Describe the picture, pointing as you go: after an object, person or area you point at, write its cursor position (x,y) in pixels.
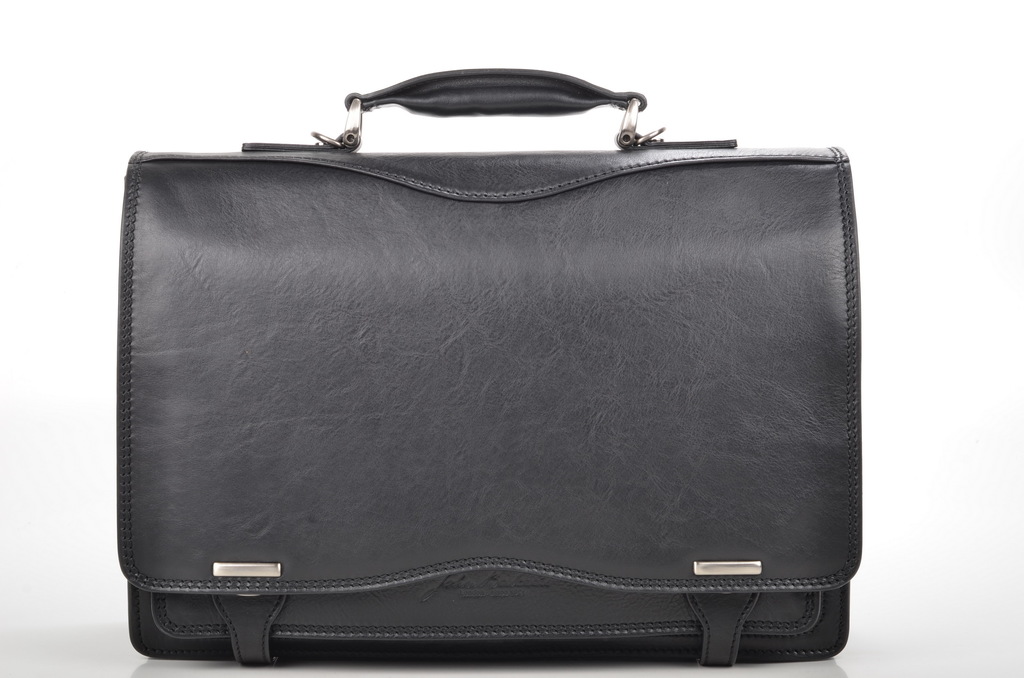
As we can see in the image there is a black color bag (430,498).
